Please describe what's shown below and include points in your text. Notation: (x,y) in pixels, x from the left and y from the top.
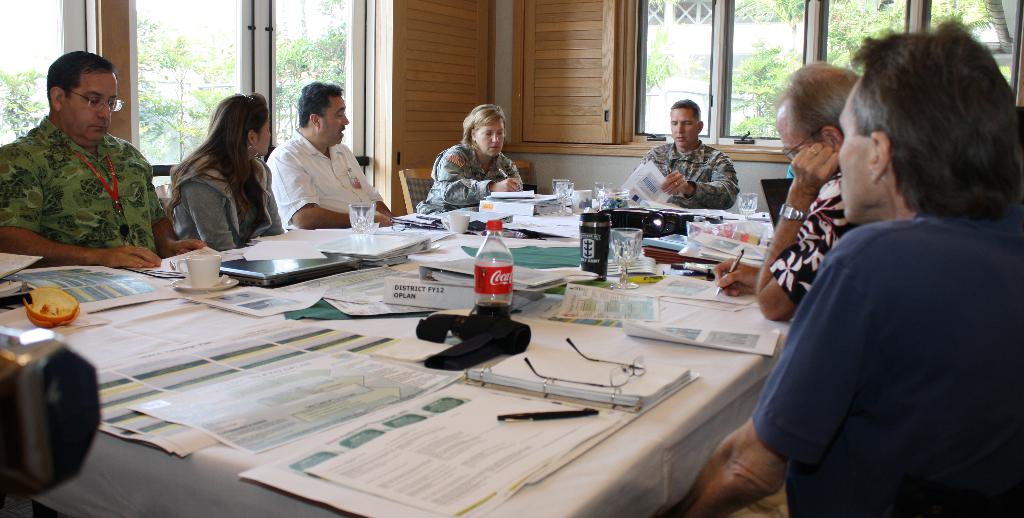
In this Image I see a group of people (35,137) sitting on the chairs (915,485) and there is a table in front (24,263) and there are a lot of papers (226,297), cups (204,282), glasses (628,282) and few bottles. In the background (5,47) I see the window (2,8), wall (435,149) and trees (9,96).
